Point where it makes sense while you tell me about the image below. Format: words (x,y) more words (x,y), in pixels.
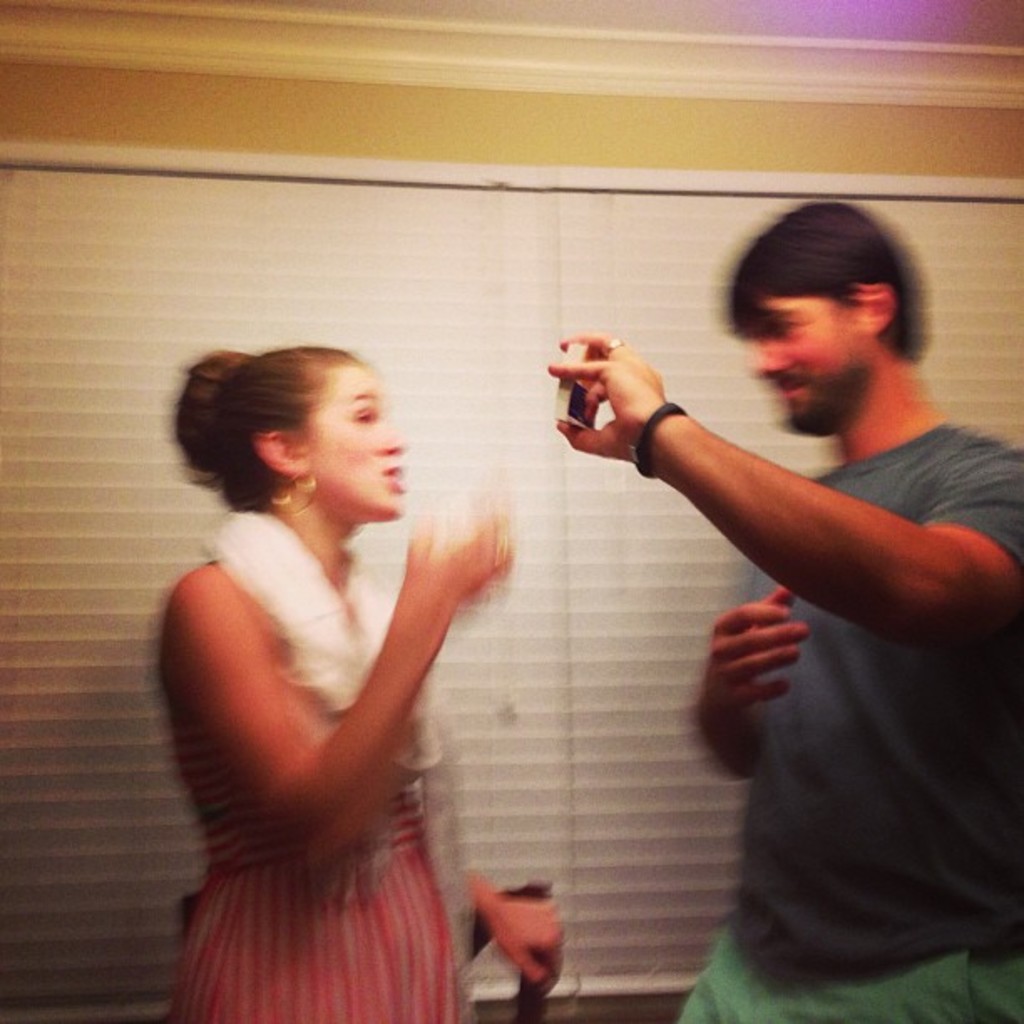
In this image we can see a man (787,408) holding an object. We can also see the woman (401,478) standing. In the background (376,165) we can see the wall (715,128), window mat (583,197) and also the ceiling (959,25) at the top (669,12).
